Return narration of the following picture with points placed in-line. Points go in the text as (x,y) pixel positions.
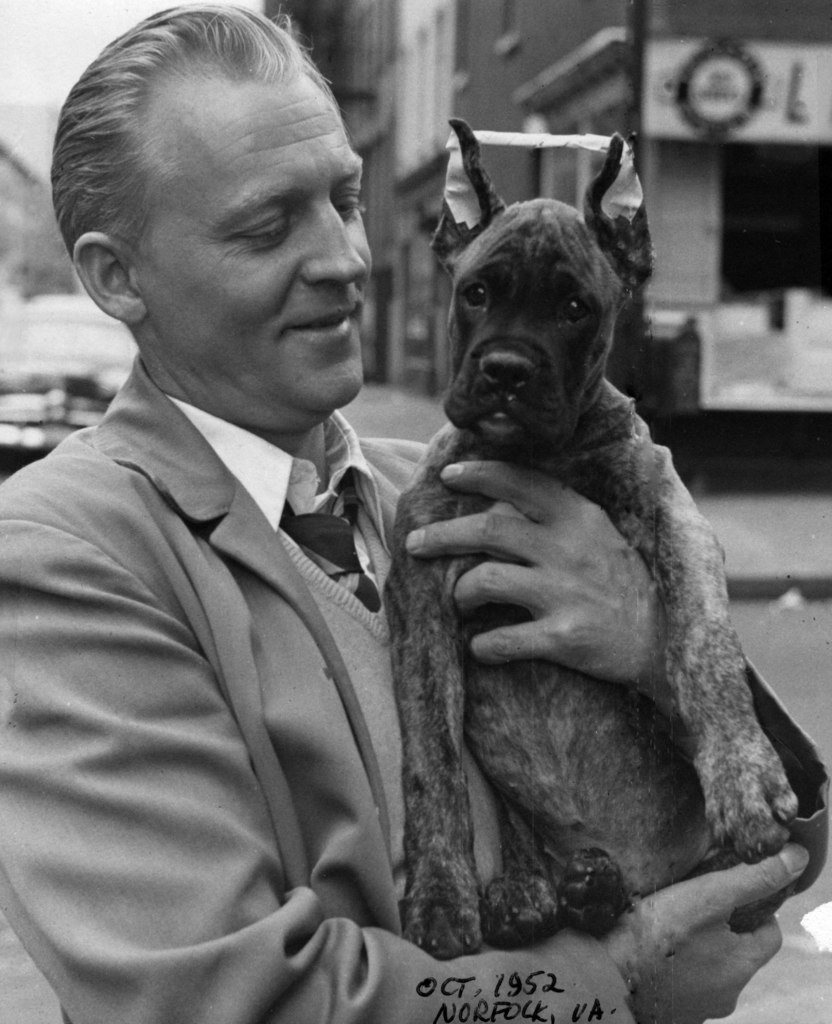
This picture shows a man (167,588) wearing a suit (153,723), holding a dog (538,322) in his hands (505,586). He is smiling. In the background (41,358) there is a car (41,330) and some buildings (493,76) here.
